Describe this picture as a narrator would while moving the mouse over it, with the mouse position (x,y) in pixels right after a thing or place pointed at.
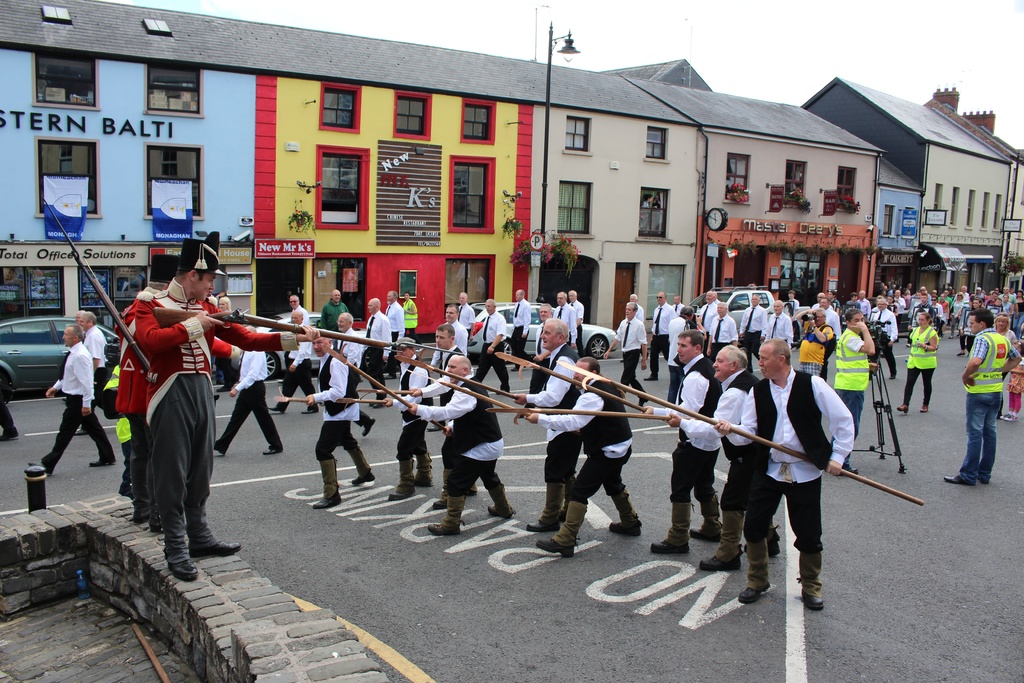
In this image I can see group of people (1013,382) standing and I can see few people (331,383) holding few sticks (344,399). In front (198,390) the person (184,374) is holding the gun (382,340) and the person (182,365) is wearing red and gray color dress (196,467). In the background (544,190) I can see the light pole (550,58) and I can see few buildings (263,165) in blue, yellow and cream color and the sky (629,16) is in white color.
